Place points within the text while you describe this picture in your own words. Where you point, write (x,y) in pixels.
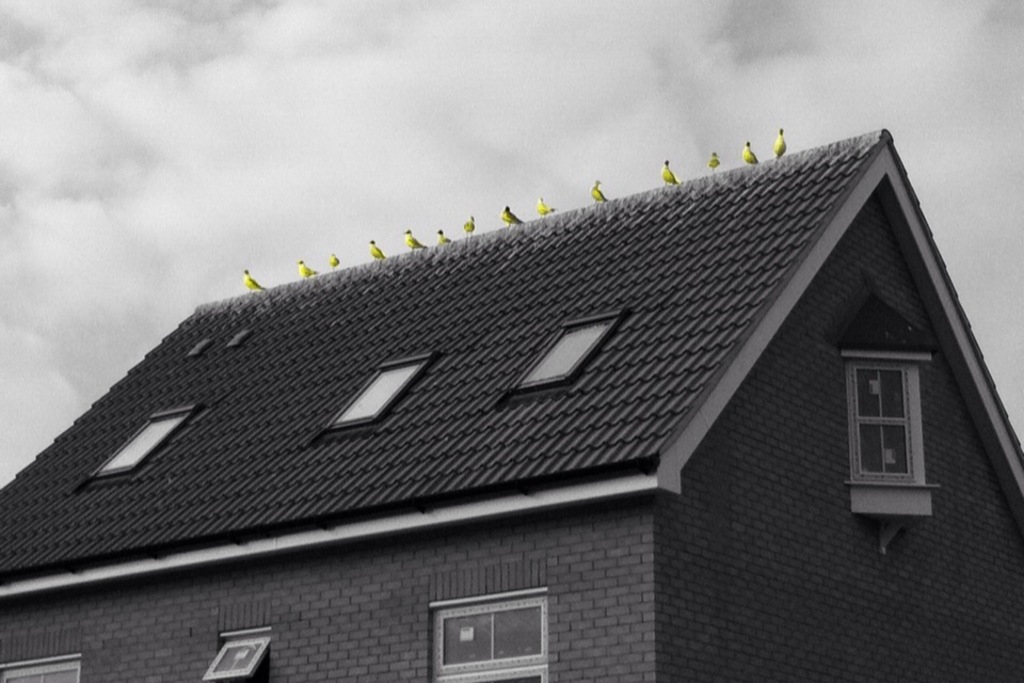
In this picture there is a building (566,415) and there are roof tiles (342,348) on the building (483,441) and there are yellow color birds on the building (497,249). At the top (142,102) there is sky (151,104) and there are clouds (353,128).
